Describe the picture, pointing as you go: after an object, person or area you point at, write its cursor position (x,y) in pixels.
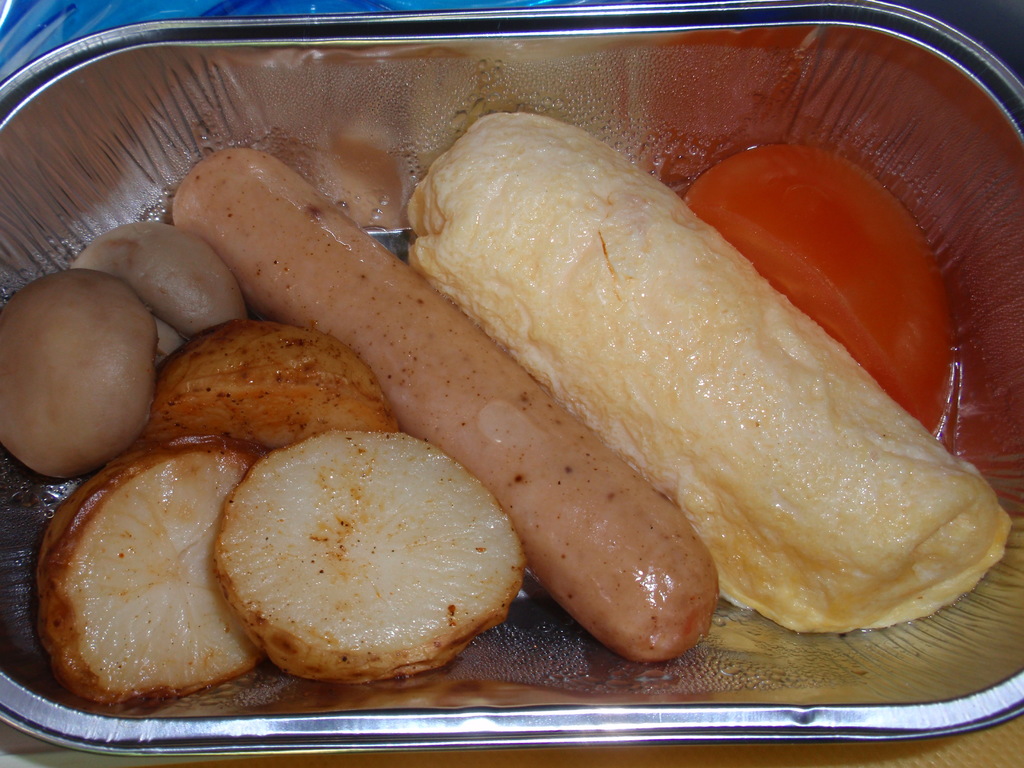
In the center of the image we can see a box (379,714) on some object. In the box (546,670), we can see some food items (706,534). At the top of the image (110,17), we can see a blue color object (110,25).
